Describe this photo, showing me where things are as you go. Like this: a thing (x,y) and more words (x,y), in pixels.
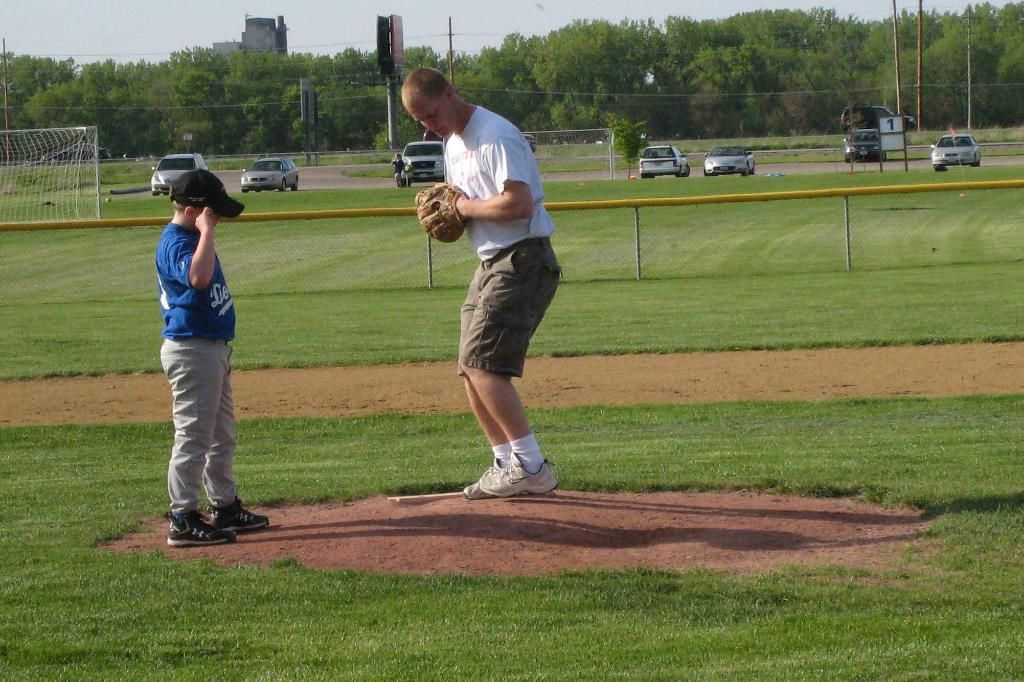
In this image we can see two persons (537,310), grass (285,346), ground (109,380), fence (21,277) and other objects (22,140). In the background of the image (62,146) there are vehicles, trees (248,69), poles (6,107), court (61,144) and other objects (883,137). At the top of the image (469,54) there is the sky (99,51). At the bottom of the image (555,604) there is the grass (555,604).
